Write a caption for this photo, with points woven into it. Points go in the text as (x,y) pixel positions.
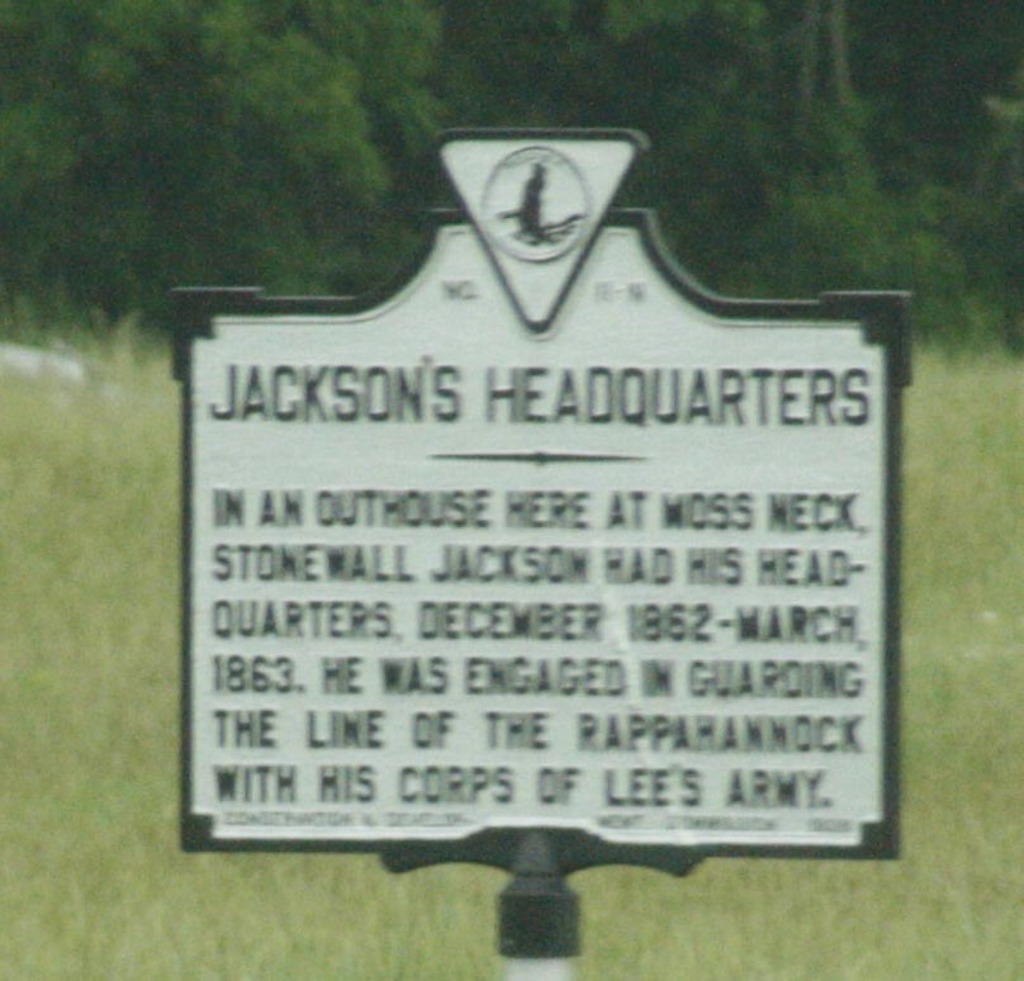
In this image there is an address board (377,576) attached to the pole (532,914), and at the background (589,936) there is grass (97,479), trees (29,176).
